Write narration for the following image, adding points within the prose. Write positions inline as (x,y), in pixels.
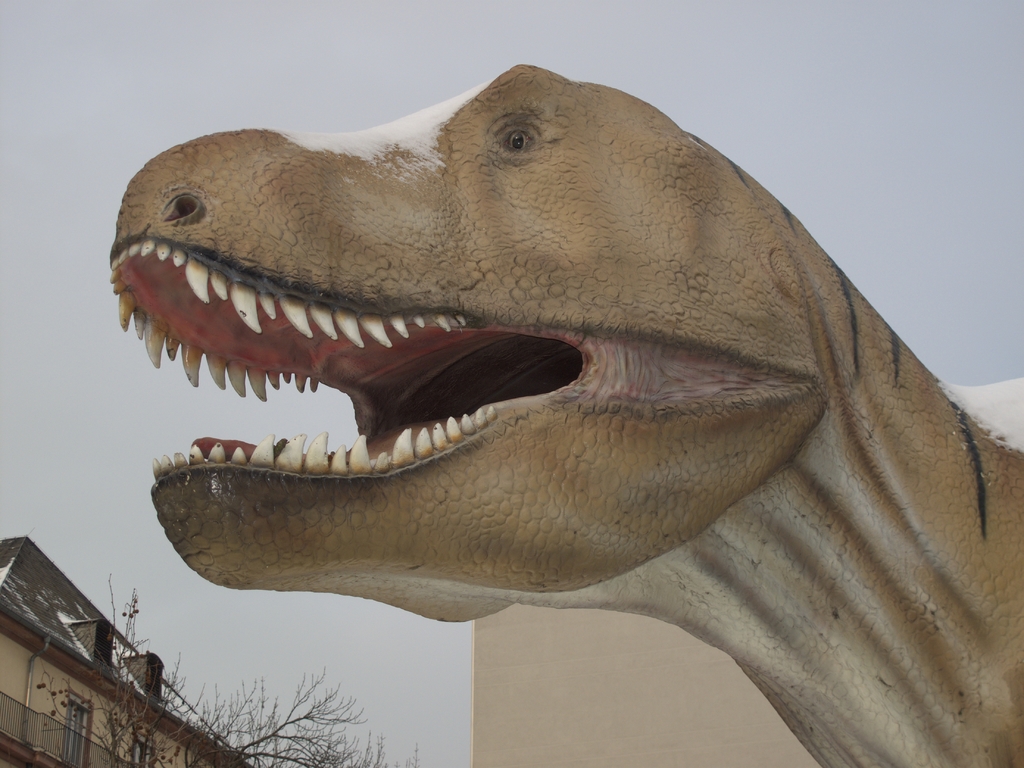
In the picture I can see the statue (615,340) of a dinosaur (860,395) on the right side (857,448). I can see a house (204,728) and deciduous trees (243,692) on the bottom left side of the picture (178,753). There are clouds (102,401) in the sky (29,314).
